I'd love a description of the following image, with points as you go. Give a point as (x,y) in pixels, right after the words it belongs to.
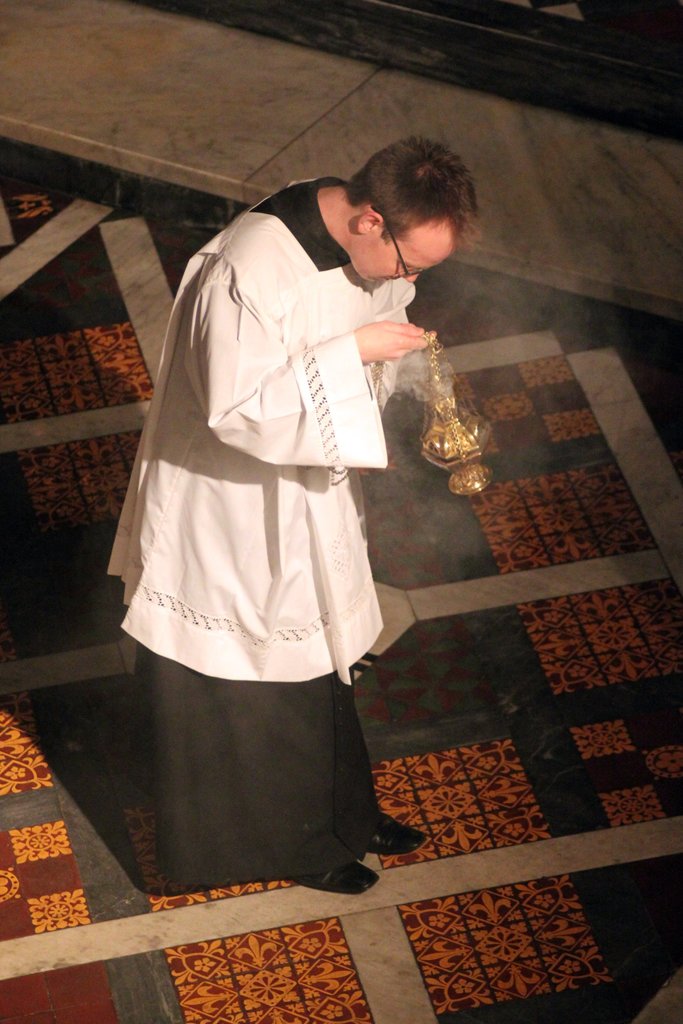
In this picture we can see a man (209,749) wore a spectacle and holding an object (378,376) with his hands (403,348) and standing on the floor (124,374).
